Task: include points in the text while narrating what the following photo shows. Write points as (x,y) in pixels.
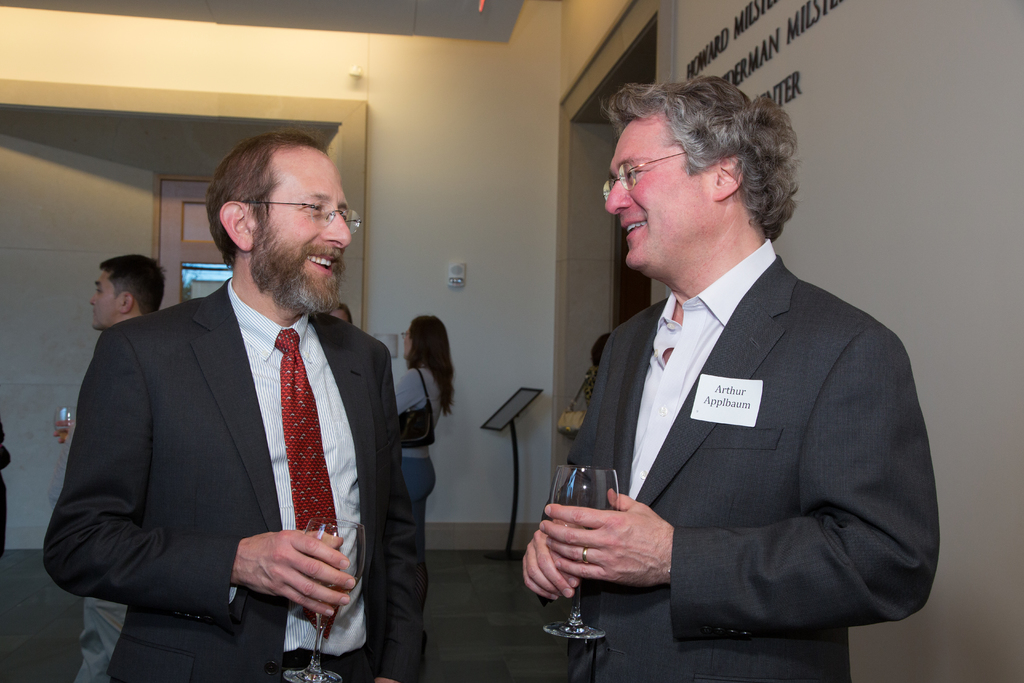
In the foreground (126,508), there are two person (835,530) standing and holding a glass (342,543) in their hand (335,570), who are wearing a suit of black color (809,454). In the background (435,438), four persons (416,357) are standing. The wall (113,174) is white in color. behind that a door (181,262) is visible. This image is taken inside a room (401,195).
